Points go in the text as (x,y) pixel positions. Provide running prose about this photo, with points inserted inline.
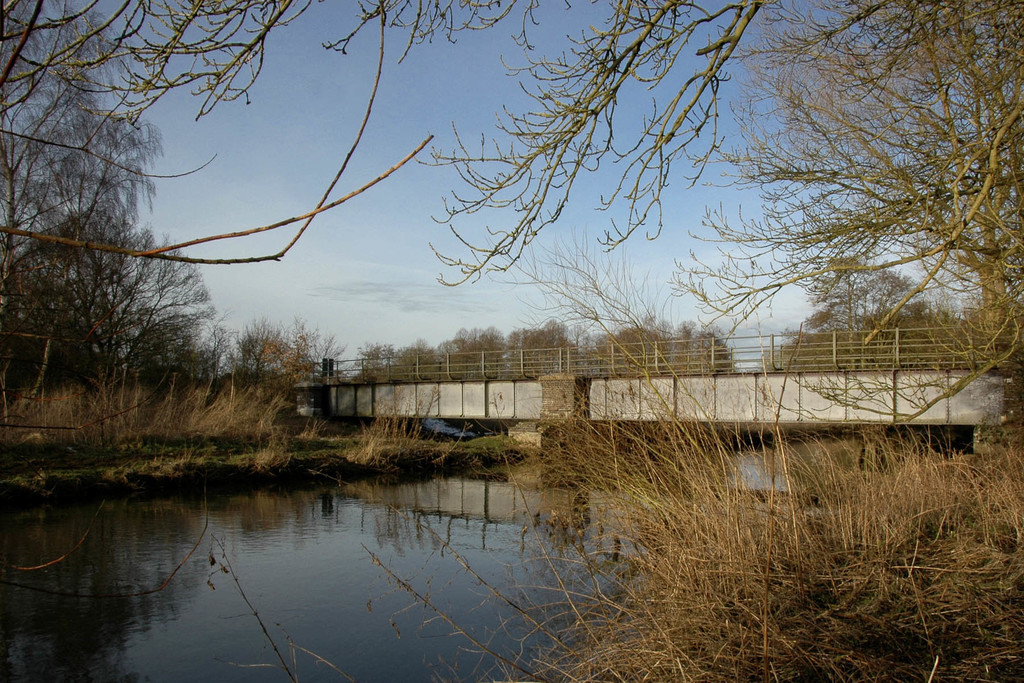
In this picture we can see plants (634,530), water (394,562), bridge (542,424), fences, trees (628,232) and in the background (300,167) we can see the sky (399,116).
